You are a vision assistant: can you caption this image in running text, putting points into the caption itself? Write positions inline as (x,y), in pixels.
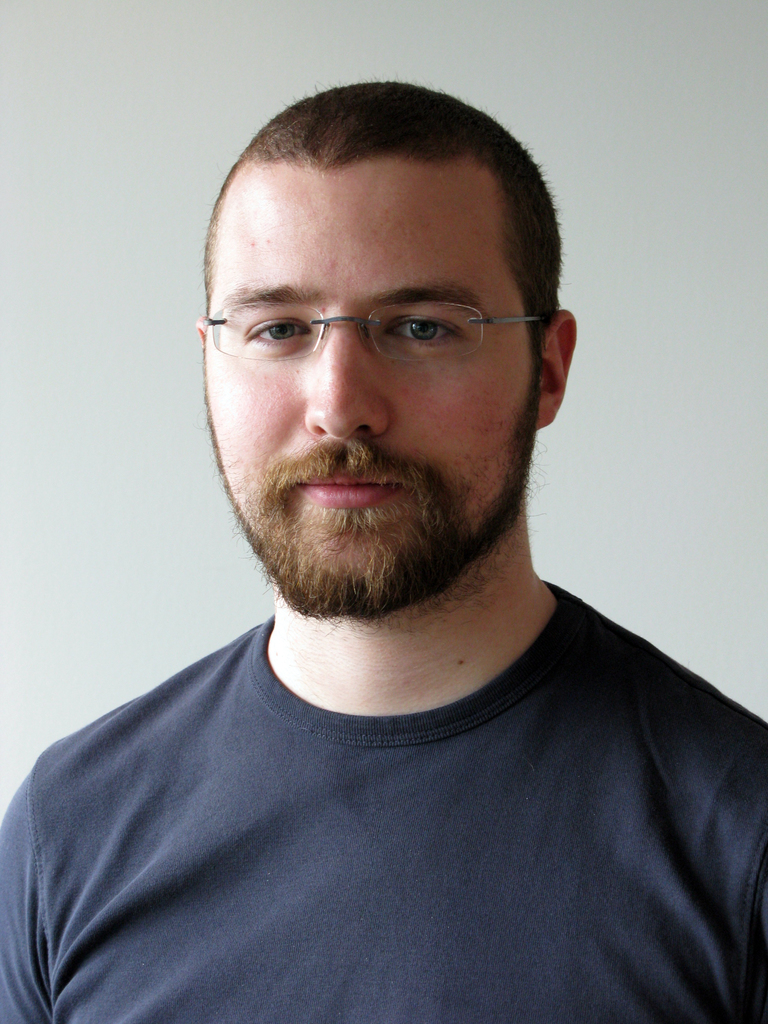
In this picture we can see a man (329,685) with the spectacles (398,336). Behind the man (329,704) there is the white background (572,121).
